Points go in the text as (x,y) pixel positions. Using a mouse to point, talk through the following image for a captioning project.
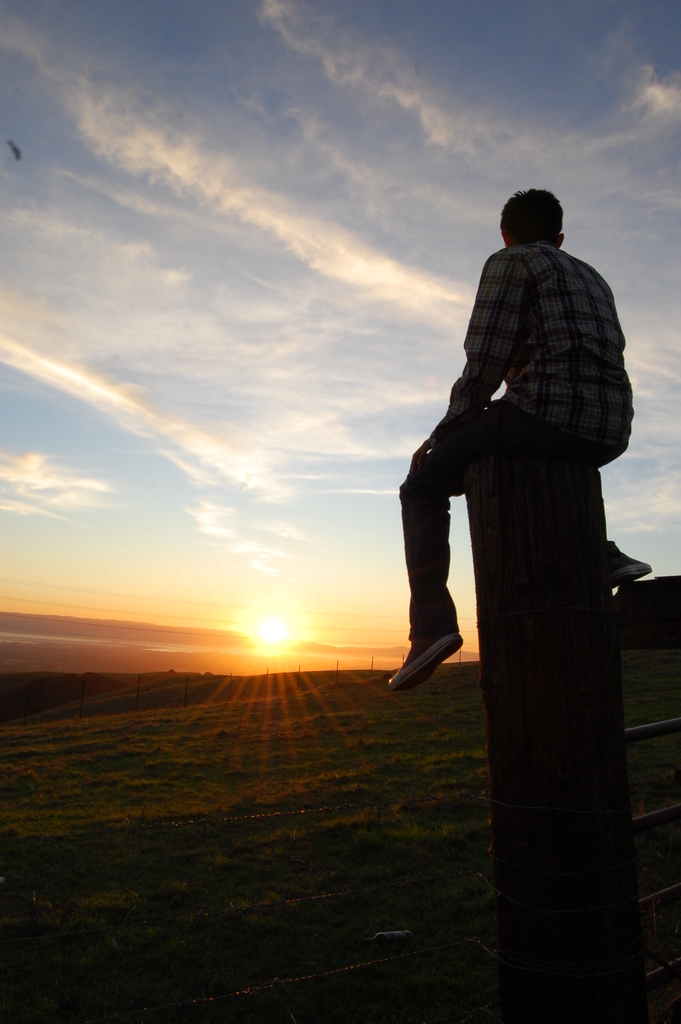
This image consists of a man (642,576) sitting on the pillar (585,699). On the right (642,822), we can see a railing (680,813). At the bottom (260,879), there is a ground (267,785). In the background (222,584), we can see the sun (263,626) in the sky (172,336) along with the clouds (279,188).
